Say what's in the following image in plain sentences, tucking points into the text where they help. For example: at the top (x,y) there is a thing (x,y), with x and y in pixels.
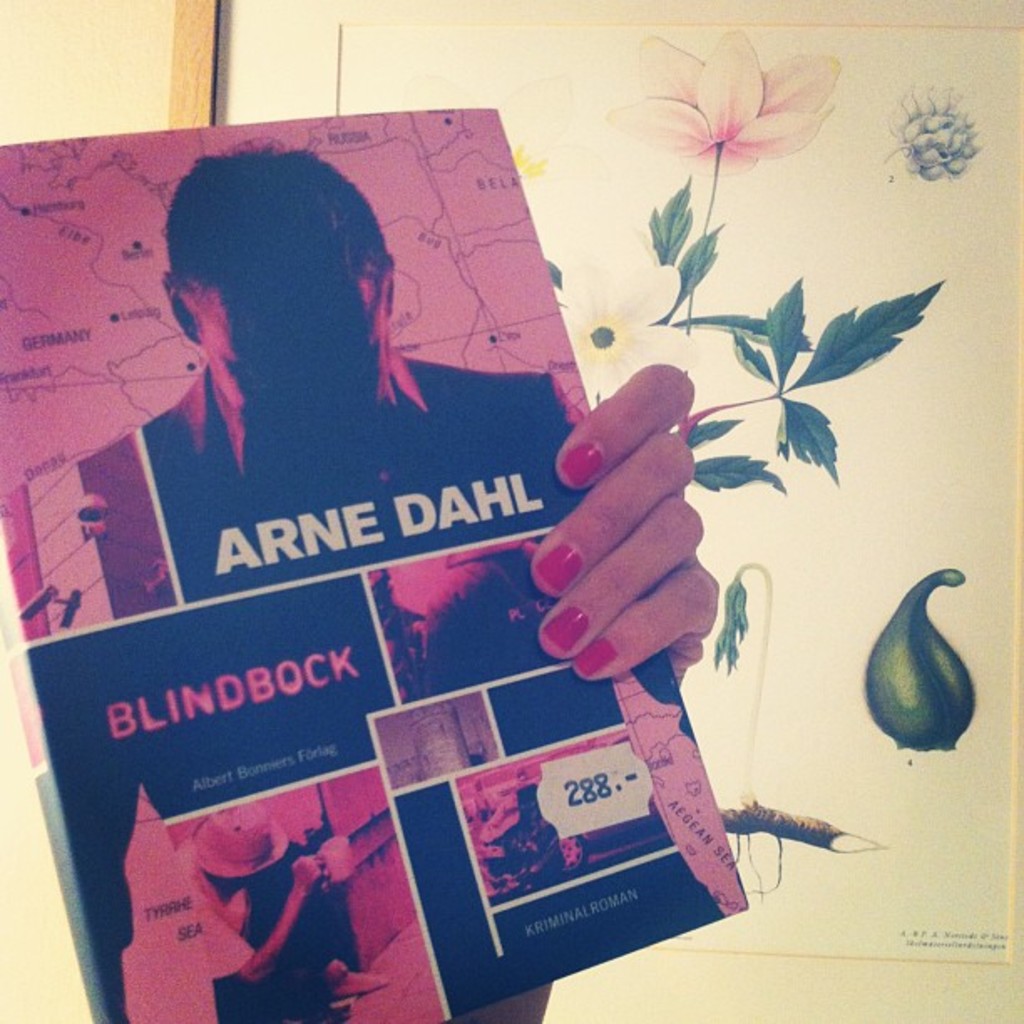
In this picture there is a person (654,532) holding the book (284,645). On the book (452,498) there is a picture (428,436) of two persons (419,448) and there is a text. At the back (612,134) there is a frame (342,47) on the wall (164,66), there is a painting (791,630) of a plant (791,830) on the frame (380,85).
